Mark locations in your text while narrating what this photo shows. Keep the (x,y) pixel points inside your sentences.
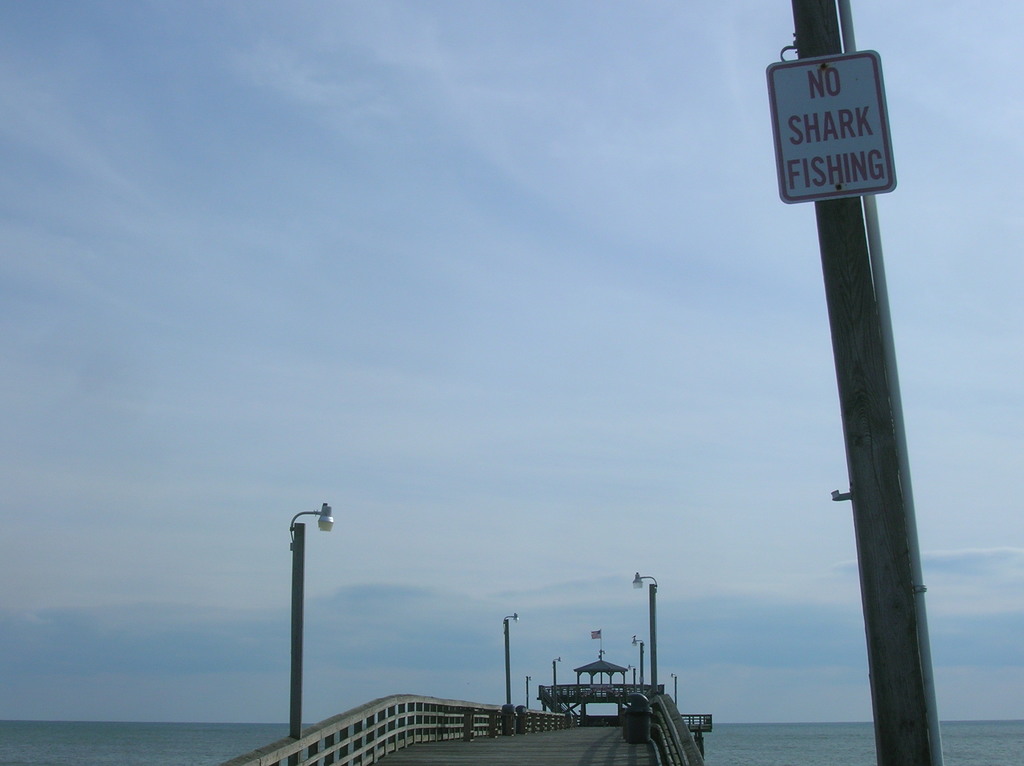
This image is taken outdoors. At the top of the image (307,218) there is a sky (152,522) with clouds (299,388). At the bottom of the image (119,738) there is a sea (179,725) and there is a bridge (531,751) with railings (348,741), walls (564,691), a flag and a few poles (301,571) with lights (649,577). On the right side of the image (812,35) there is a pole (866,219) with a signboard (816,158).
